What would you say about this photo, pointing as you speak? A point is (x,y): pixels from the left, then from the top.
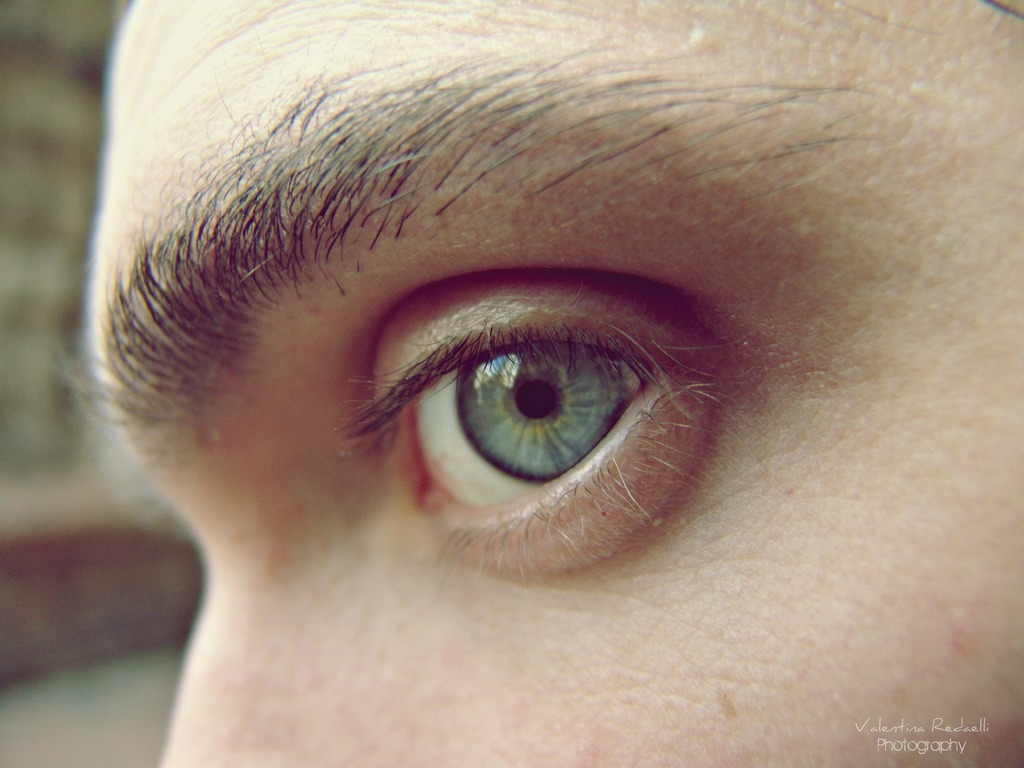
In this image we can see an eye (492,367) and an eyebrow (373,192) of a person (736,442). There is a watermark (955,725) in the right bottom of the image (948,741).
